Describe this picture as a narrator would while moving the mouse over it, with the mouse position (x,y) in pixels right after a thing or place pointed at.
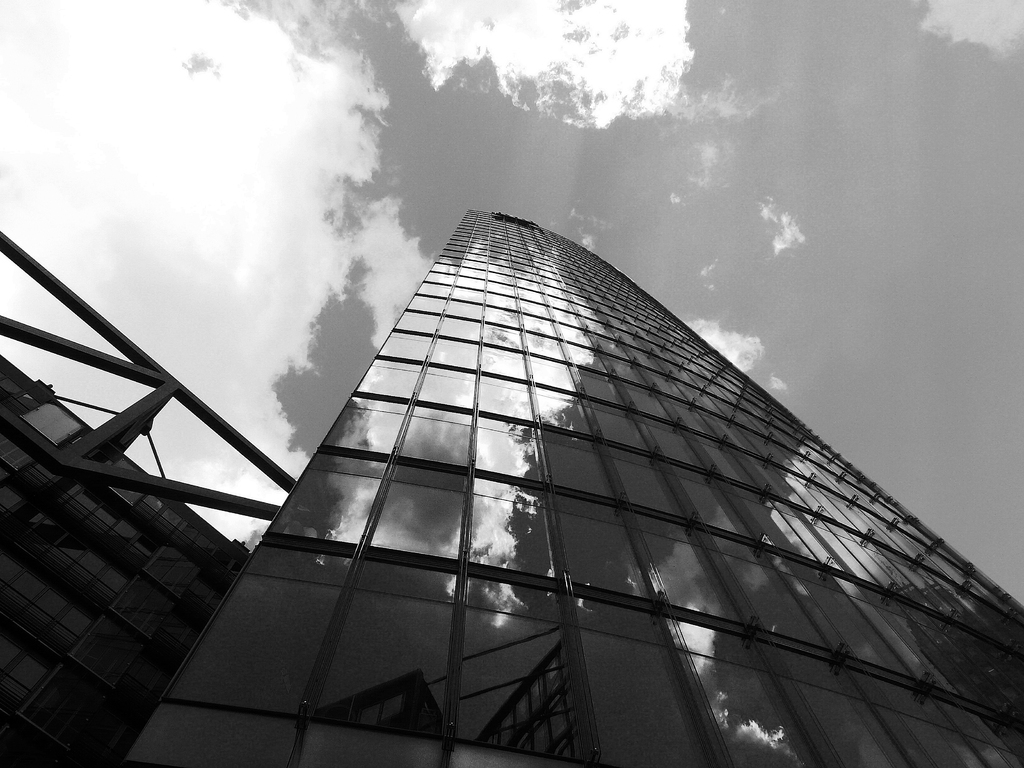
In this image I can see few buildings (316,630) in the front (397,568) and in the background (1004,390) I can see clouds (441,42) and the sky (680,255). I can also see this image is black and white in colour.
